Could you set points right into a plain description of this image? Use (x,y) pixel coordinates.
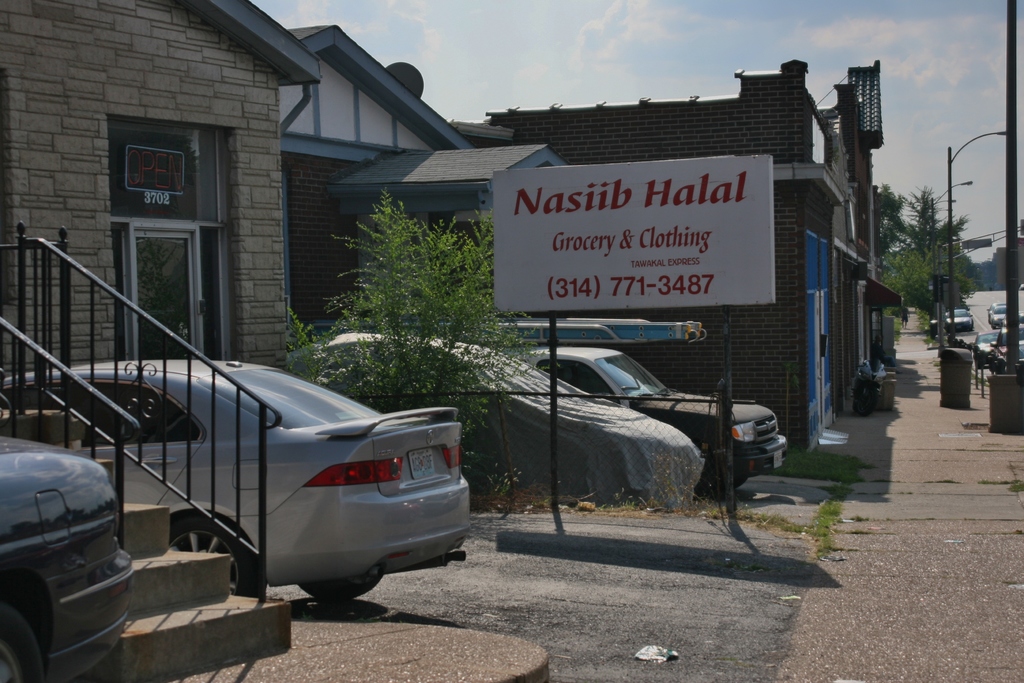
In the image I can see a place (591,426) where we have some houses (777,180), trees (381,363), poles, cars (92,493) and a board (767,168) to the side.
